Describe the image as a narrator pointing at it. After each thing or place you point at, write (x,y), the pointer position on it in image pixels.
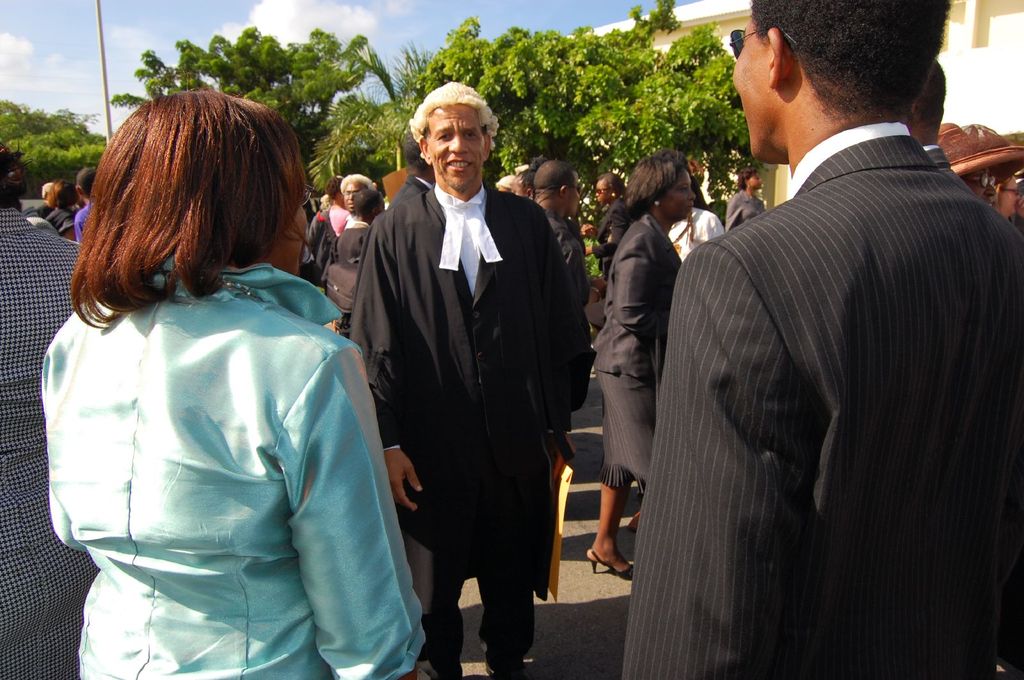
Front we can see a crowd (343,215). Background there are trees (611,82) and pole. Sky (286,1) is cloudy.
